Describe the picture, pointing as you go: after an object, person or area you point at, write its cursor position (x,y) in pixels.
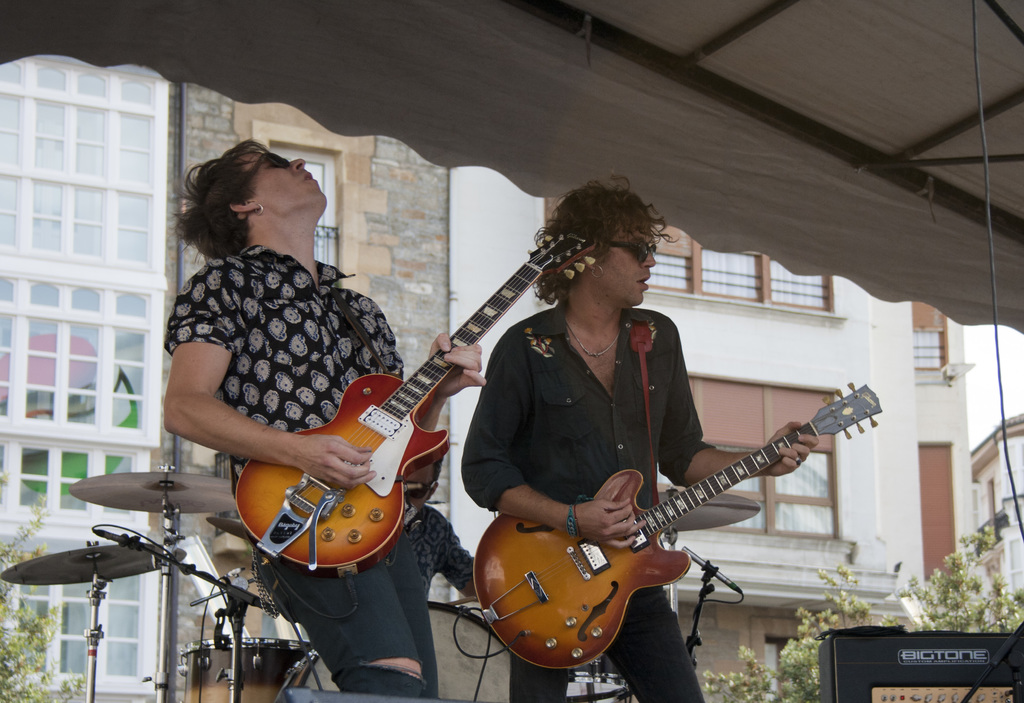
As we can see in the image, there are two persons (474,433) standing and playing and holding guitars (530,269) in their hands (333,457). On the left side (68,562) there is tree (24,636) and drums (174,501). Behind them there is a building (89,300).
